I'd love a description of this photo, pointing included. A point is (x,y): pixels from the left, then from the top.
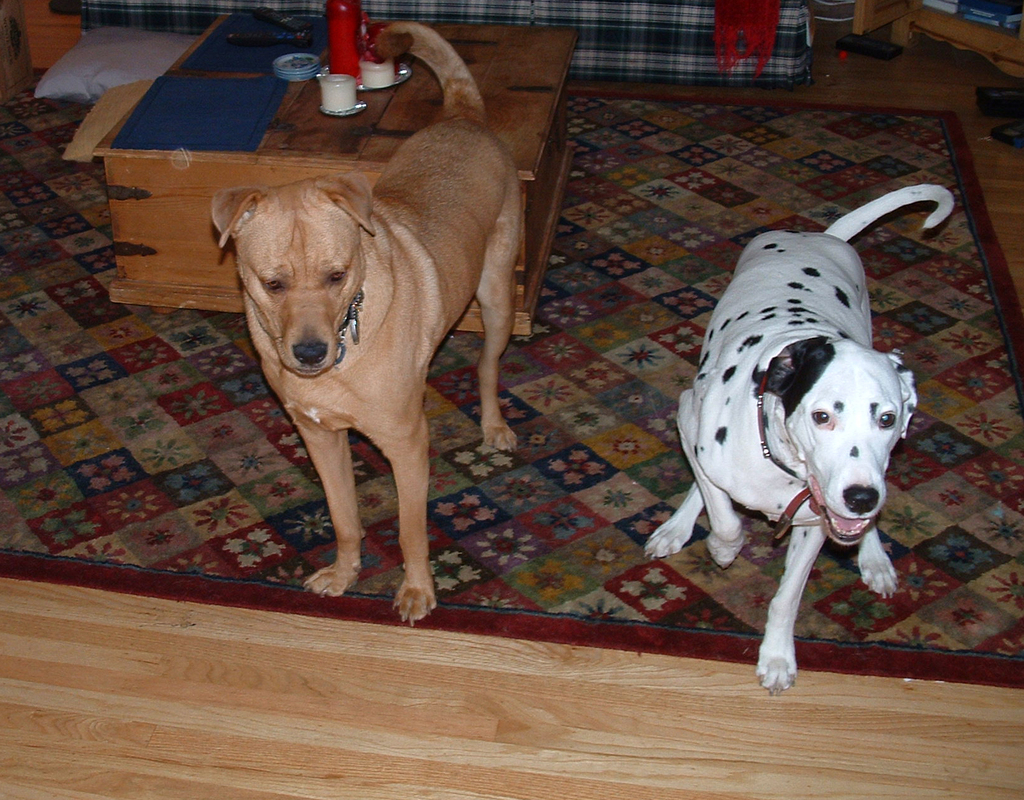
In the picture we can see a two dogs (280,317) on the floor mat (593,341), one dog (273,380) is brown light in color and another is white with black dots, just behind there is a table (186,297) which is wooden on it we can see a cups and ashtray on it. In the background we can find a cloth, a pillow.
